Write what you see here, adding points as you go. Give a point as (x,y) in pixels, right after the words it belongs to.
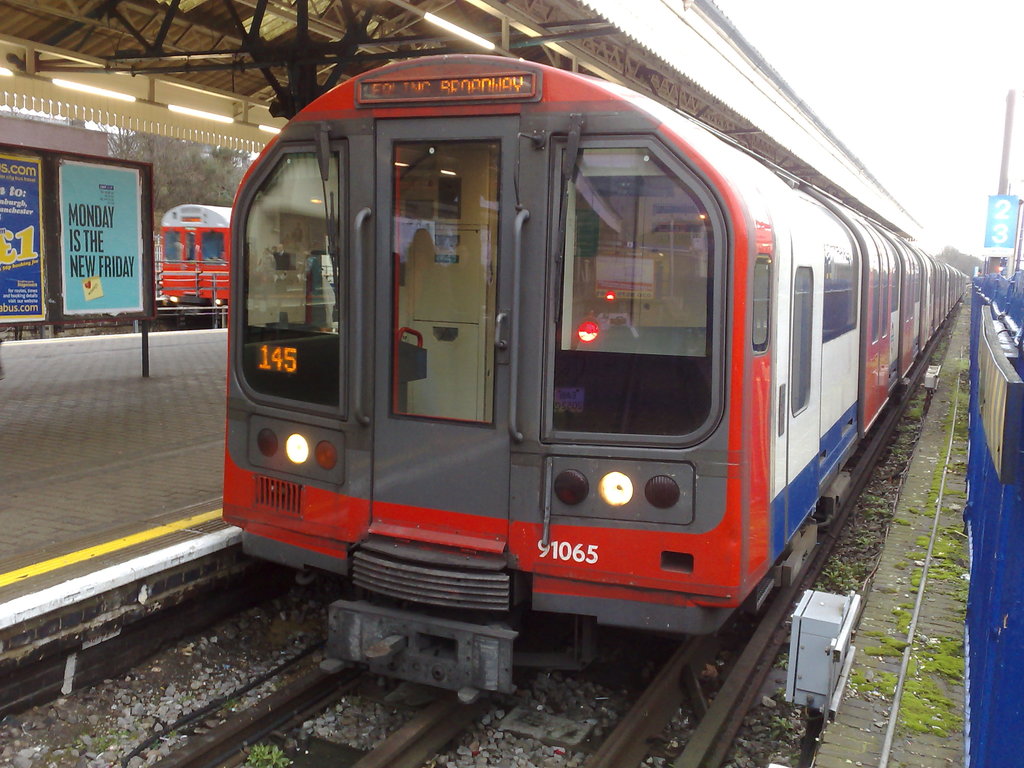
In this picture I can see trains (494,268) on the railway tracks (454,719), there is a platform (204,448), there are boards (38,262) and lights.
